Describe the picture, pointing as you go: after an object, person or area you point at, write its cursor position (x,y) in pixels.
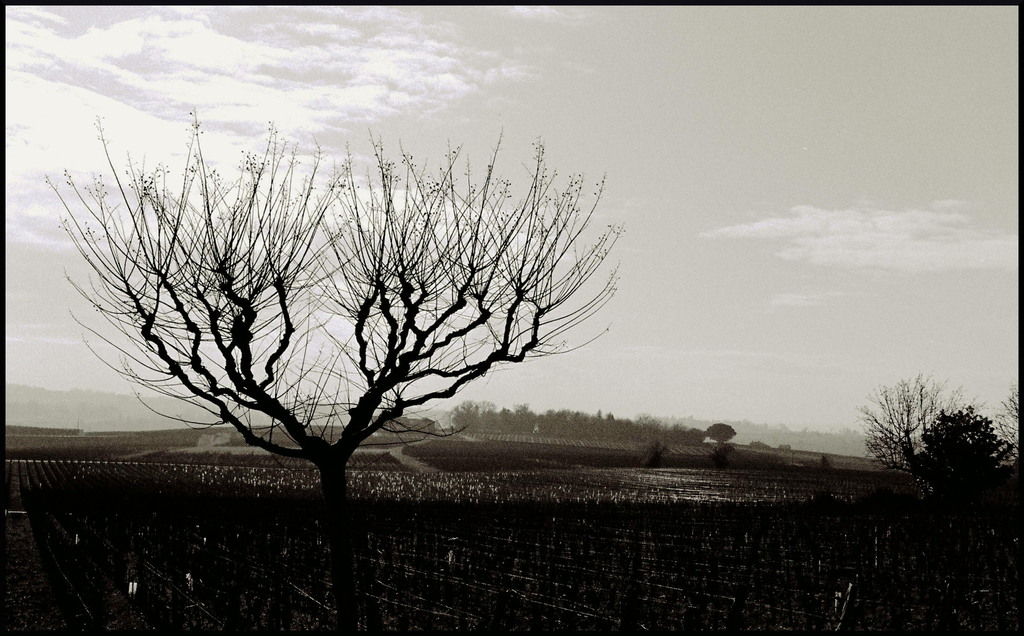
We can see field (300,487) and trees (959,462). In the background (663,414) we can see trees (959,462) and sky (680,185) with clouds (95,186).
